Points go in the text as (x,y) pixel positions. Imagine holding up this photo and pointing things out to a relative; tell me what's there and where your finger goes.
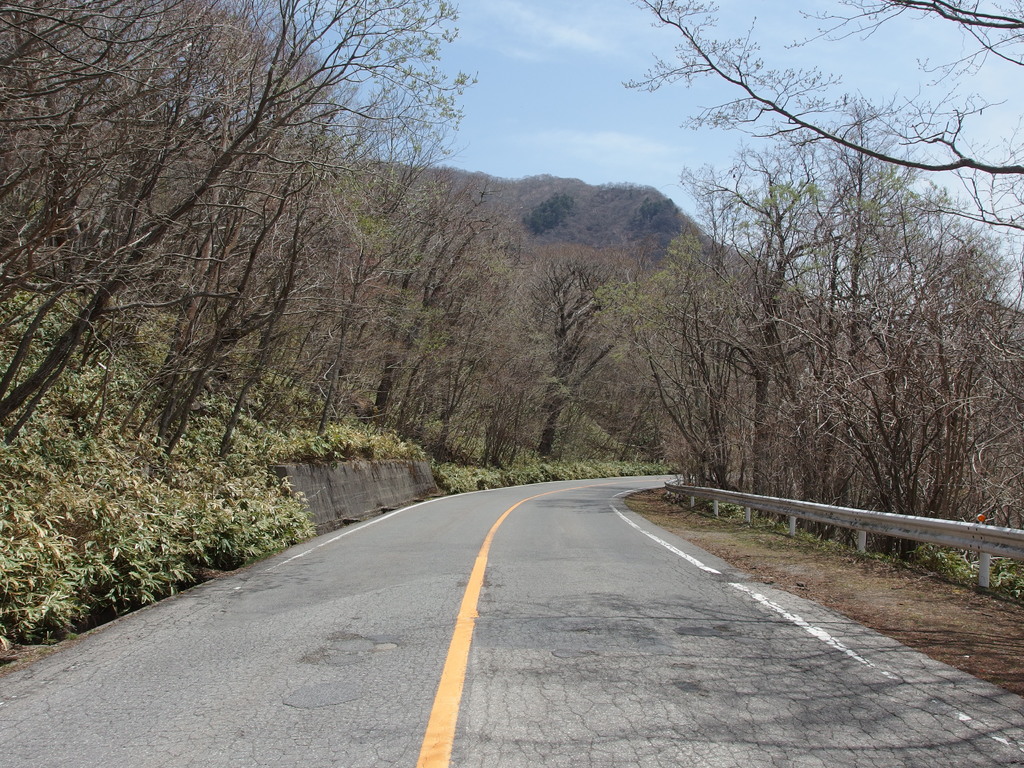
In this image I can see a road (626,585) in the center (489,499). There is a fence (775,508) on the right (844,510). There are trees (512,310) on the either sides of the road (496,699).
